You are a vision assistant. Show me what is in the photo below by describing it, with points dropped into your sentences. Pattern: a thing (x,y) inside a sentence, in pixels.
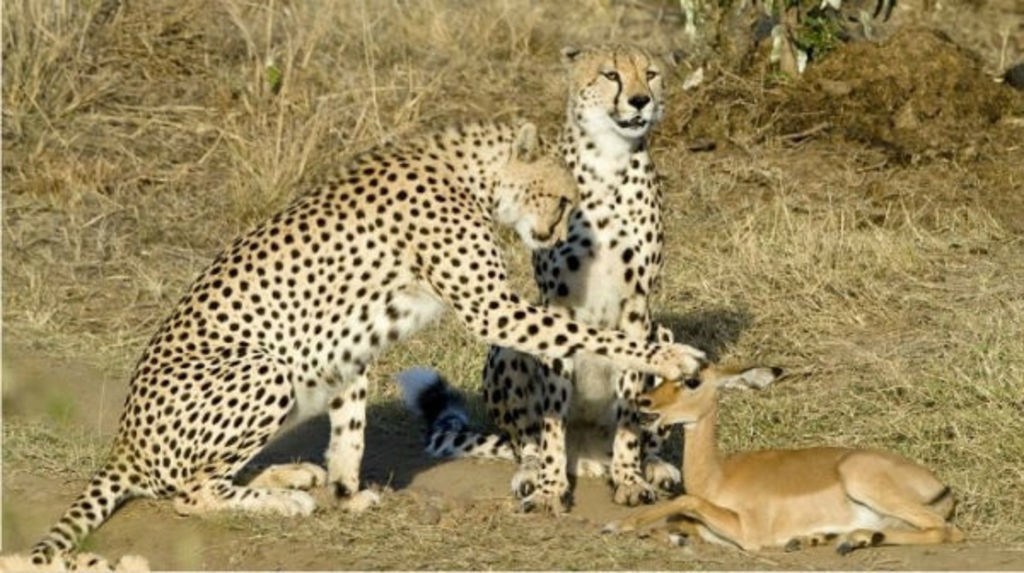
In this image I can see two cheetahs (591,282) and a deer (704,445) on the ground (384,527). In the background (908,292), I can see the dry grass (408,114).
